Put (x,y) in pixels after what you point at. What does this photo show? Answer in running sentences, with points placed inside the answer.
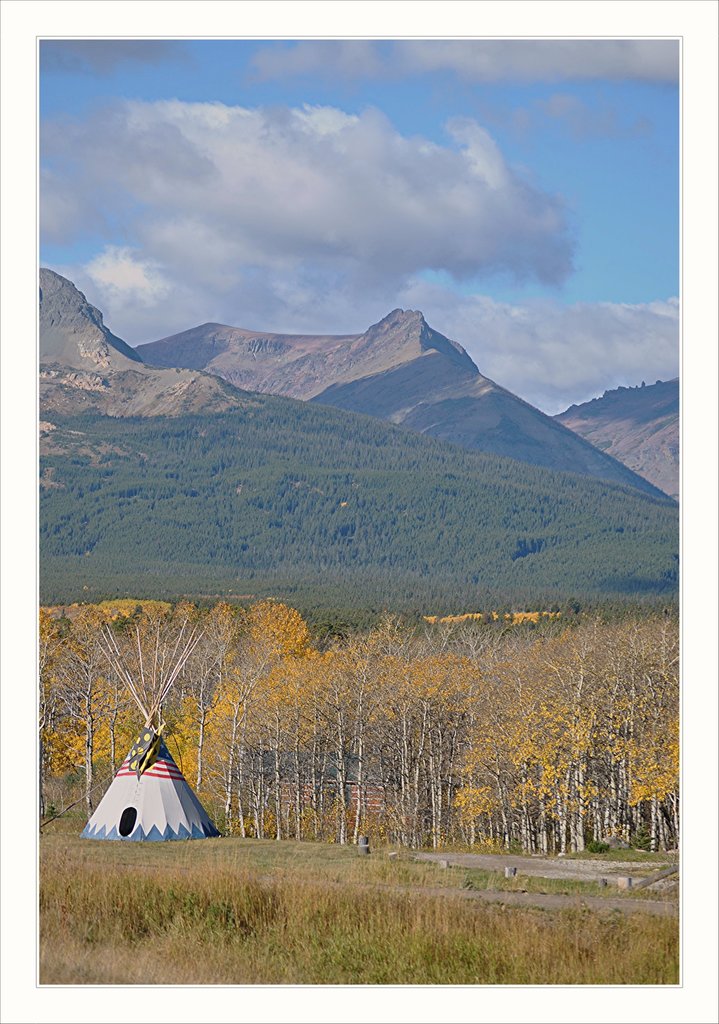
This image is taken outdoors. At the top of the image (331,133) there is a sky (382,180) with clouds (448,180). At the bottom of the image (218,924) there is a ground (264,913) with grass (372,919) on it. In the background (330,462) there are a few hills (139,407) and there are many trees (143,545) and plants (161,440). In the middle of the image (285,676) there are a few trees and there is a tent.
